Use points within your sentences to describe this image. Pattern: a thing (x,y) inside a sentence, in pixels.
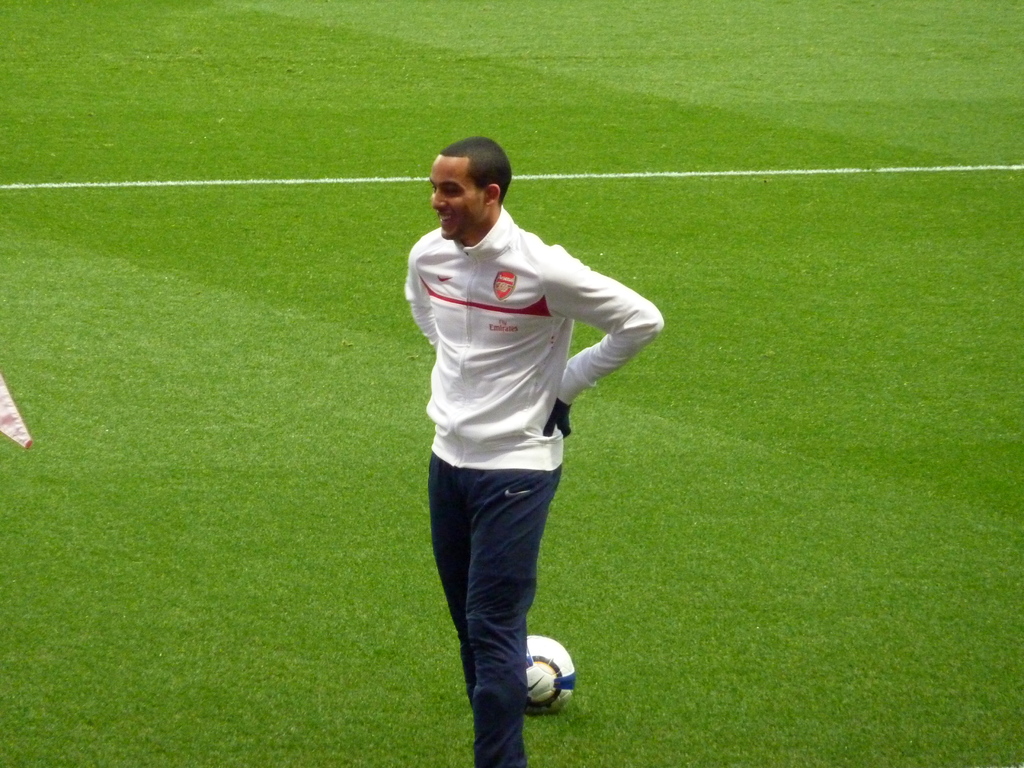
In this picture there is a boy (609,353) who is standing in the center of the image (437,276) and there is a ball (560,680) at the bottom side of the image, there is grassland (935,470) on the floor (704,410).
